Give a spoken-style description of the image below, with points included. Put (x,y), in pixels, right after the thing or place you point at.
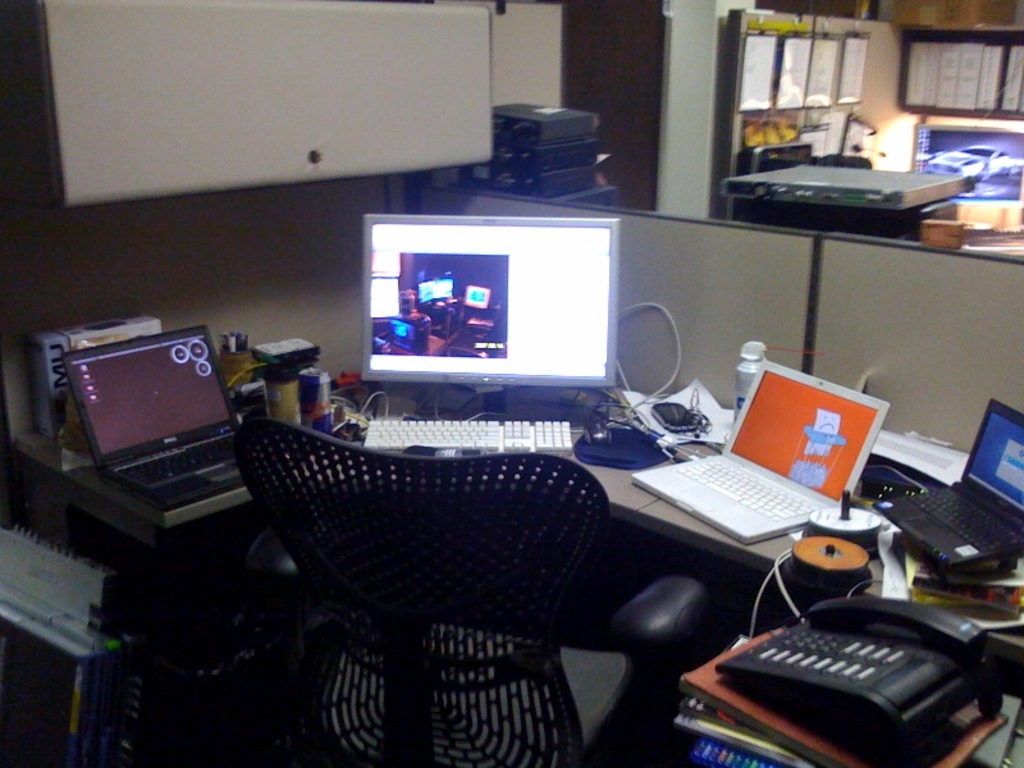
In this image there is one desk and on that desk (780,544) computer (445,329), keyboard (432,431), laptops (188,432), papers (705,410), wires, bottles (744,393) are there. Beside that desk (637,499) there is one chair (497,627) on the top of the right corner (818,60) there are some papers (836,58) on the bottom of the right corner (825,680) there is one telephone (839,652) and under that telephone (796,700) there are some books (749,725) and on the top of the image (537,46) there is one wall (573,44).
